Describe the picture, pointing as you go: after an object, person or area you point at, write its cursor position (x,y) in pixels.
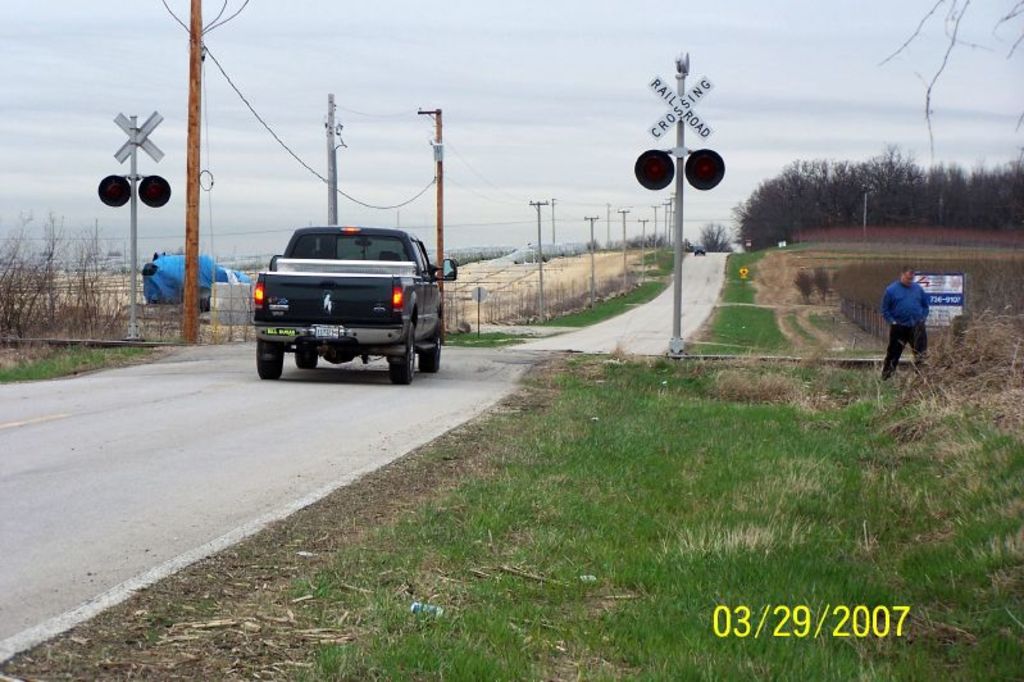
In this image in the front (609,547) there's grass (586,545) on the ground (623,526). In the center (386,285) there is a car (373,305), there are poles (436,237) and there is a person (900,311) standing. In the background (898,198) there are trees (924,205) and the sky (513,92) is cloudy.
